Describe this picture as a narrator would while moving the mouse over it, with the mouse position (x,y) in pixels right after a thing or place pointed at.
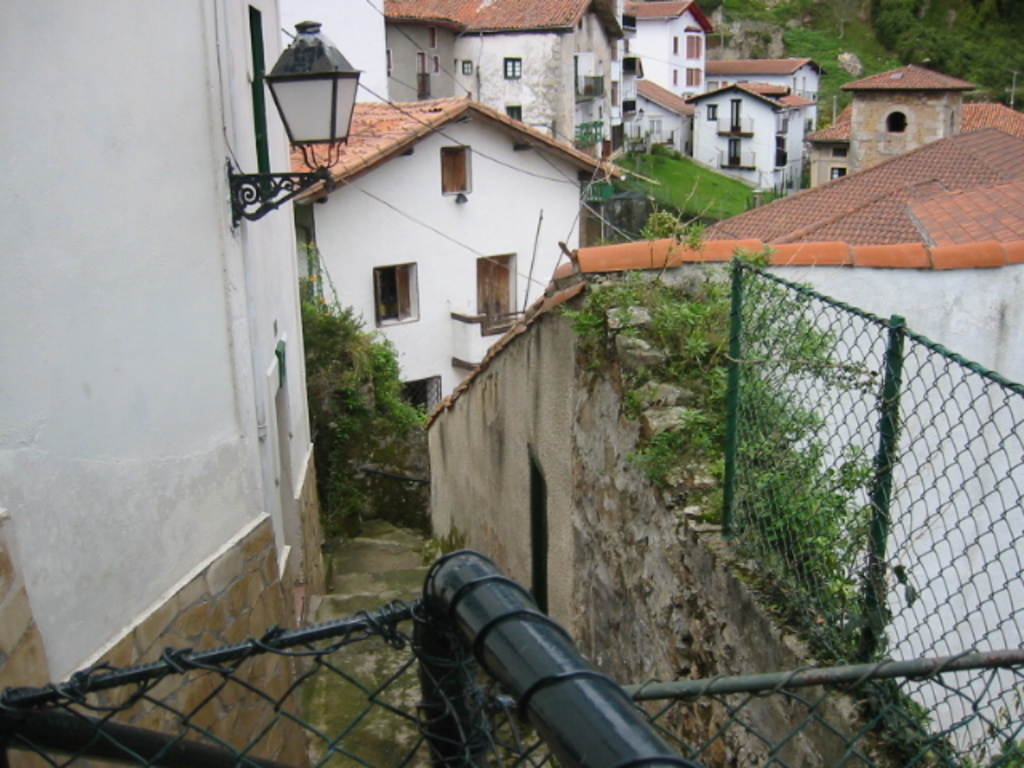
In the center of the image (362,324) we can see buildings (597,156), windows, roofs (776,66), grass (709,178), light (342,104). At the top of the image (958,11) we can see trees (893,22), poles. At the bottom of the image (594,656) we can see wall (645,595), mesh (603,720), stairs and some plants (764,470).
